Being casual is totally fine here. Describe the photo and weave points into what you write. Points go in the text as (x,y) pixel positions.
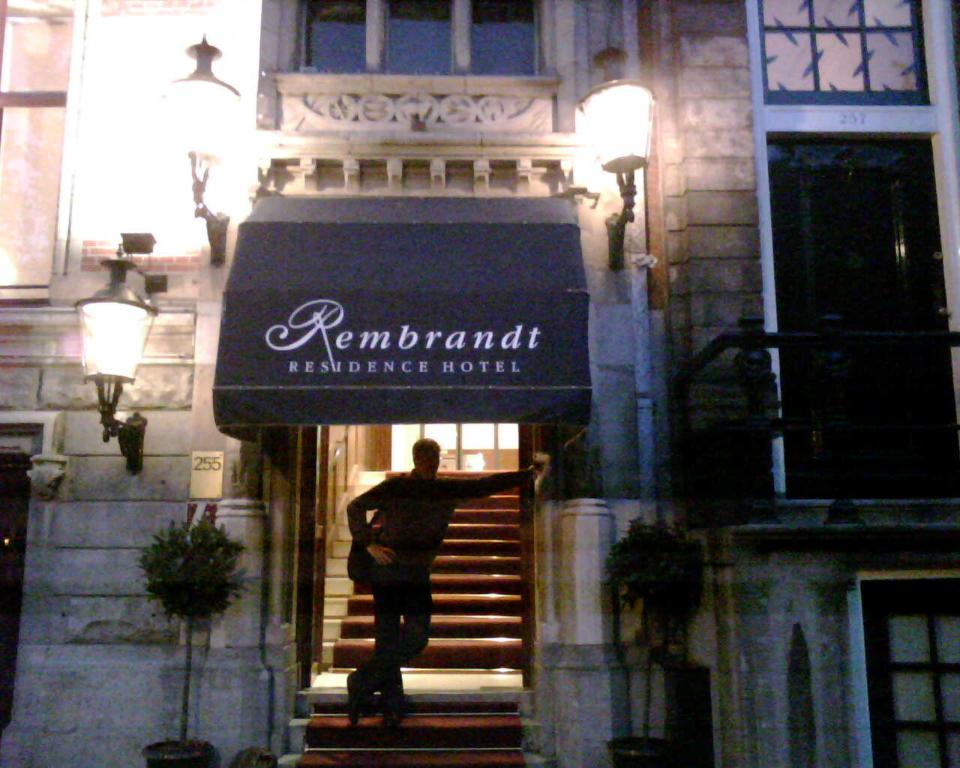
In the image there is a building (443,171) and in front of the building (173,180) there are lights (197,176) and an object (409,293) with some label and there is a person (436,504) standing at the entrance (475,558) of the building (303,602).
